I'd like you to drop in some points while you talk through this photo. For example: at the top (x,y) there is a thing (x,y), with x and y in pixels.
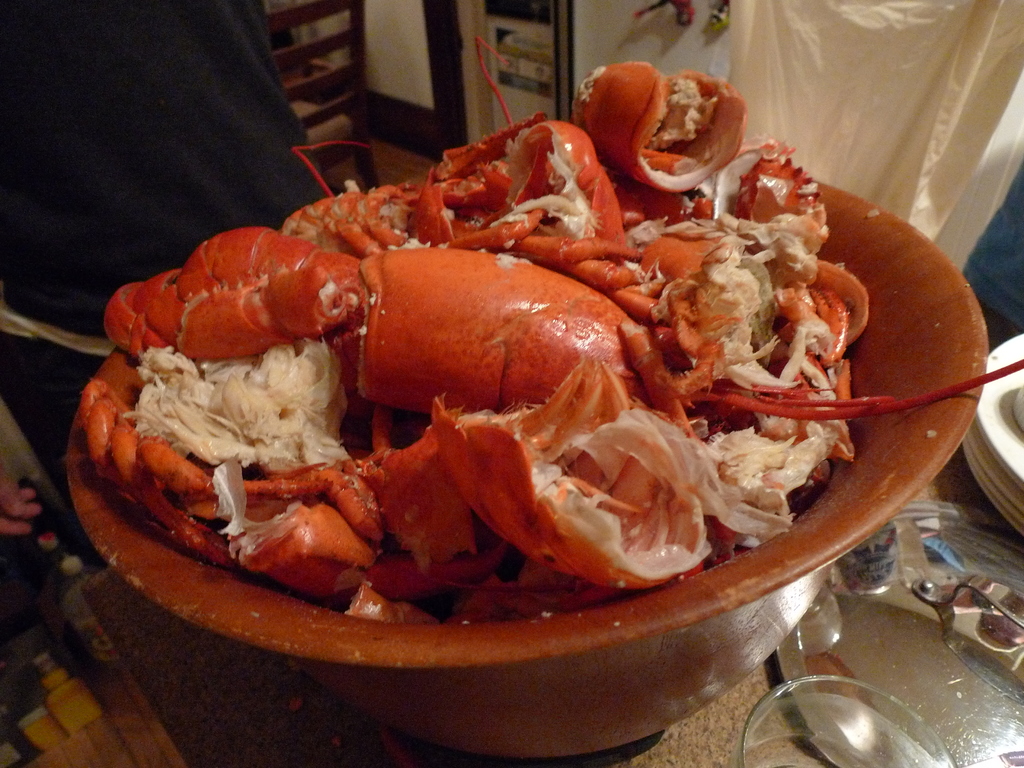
In this image we can see lobster meat (408,503) in a bowl (560,693). In the background (310,140) we can see chair (328,95), person (161,149), utensils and a cloth (803,119).
